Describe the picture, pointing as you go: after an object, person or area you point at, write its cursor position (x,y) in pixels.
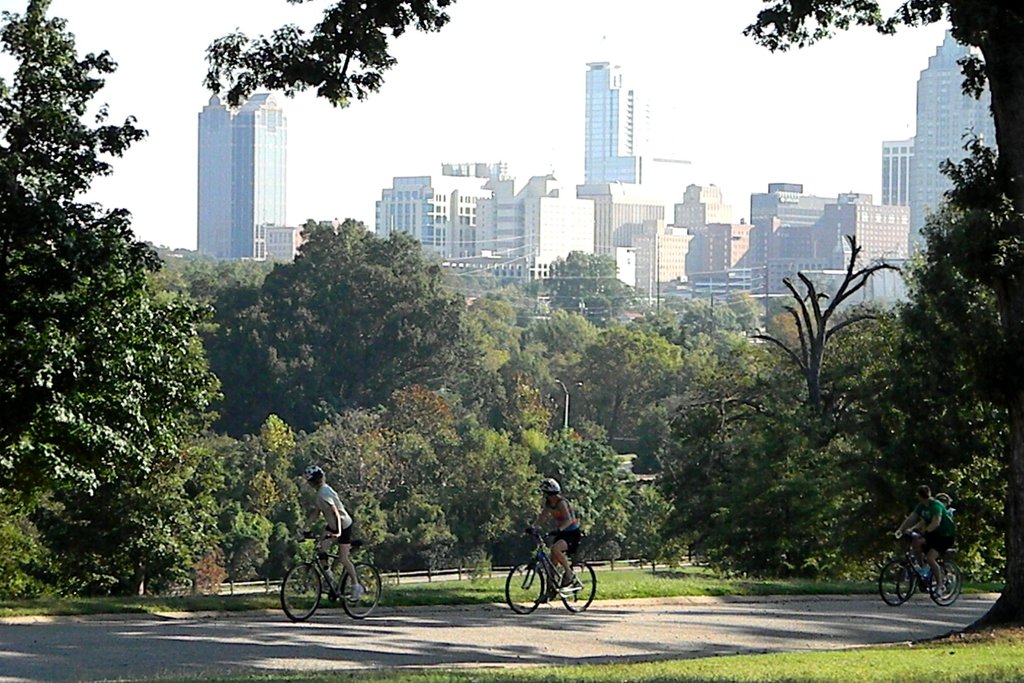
This picture is clicked outside. In the center (399,428) we can see the group of persons (573,541) riding bicycles (569,596) and we can see the green grass (676,678), plants (667,516) and trees (543,344). In the background (549,91) there is a sky (406,55) and we can see the buildings (708,199) and skyscrapers (522,197).
